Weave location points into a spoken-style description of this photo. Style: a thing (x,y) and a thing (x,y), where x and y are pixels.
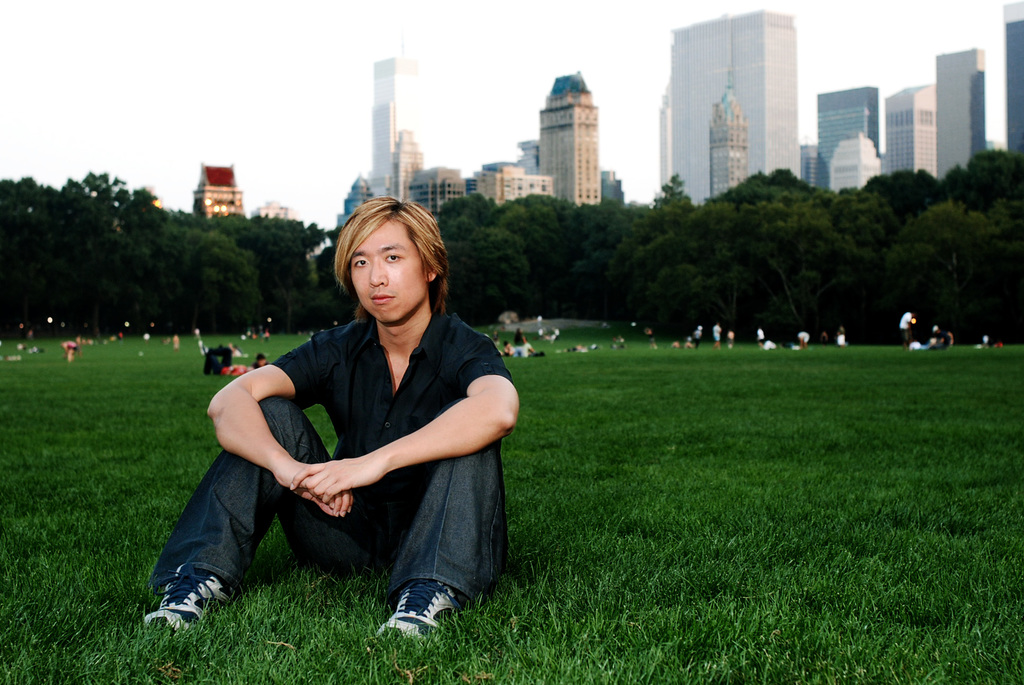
In this image in the foreground (345,384) a man (393,407) is sitting. In the background (917,303) there are many people (727,332), trees (560,271), buildings (926,101) are there.
